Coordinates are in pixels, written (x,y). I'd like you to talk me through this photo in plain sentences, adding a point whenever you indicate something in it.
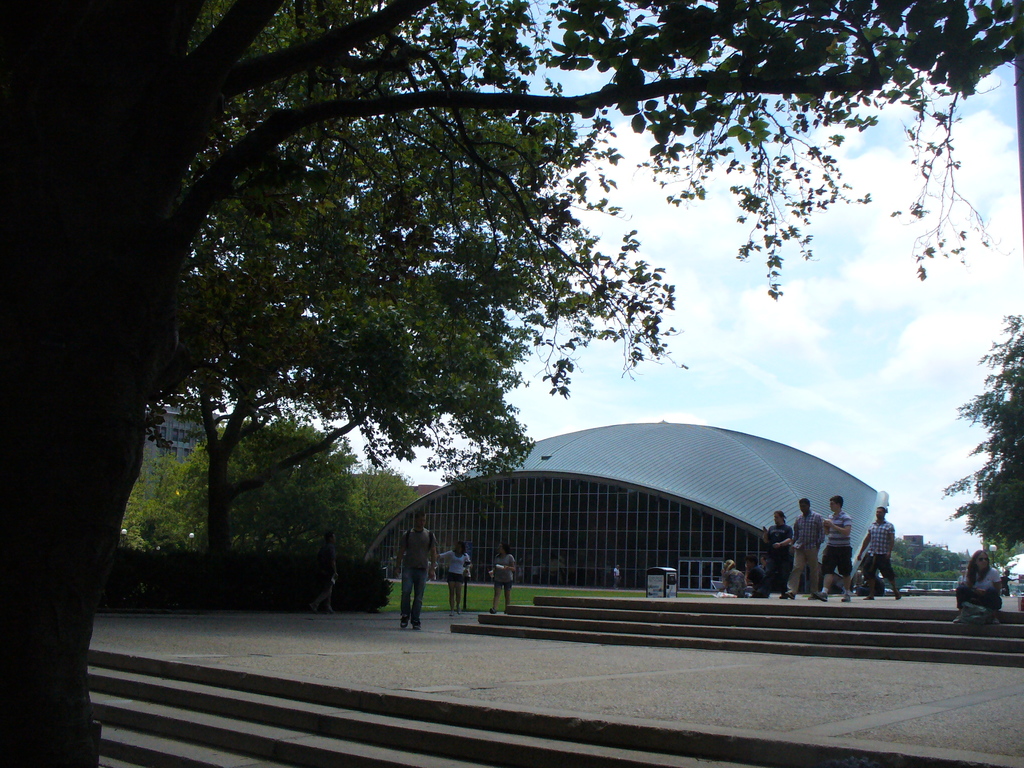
In this picture I can see trees (381,428). I can see green grass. I can see the building (582,460). I can see a few people (761,586) sitting. I can see a few people (787,528) standing. I can see clouds (751,306) in the sky (738,300). I can see staircase (802,646).
